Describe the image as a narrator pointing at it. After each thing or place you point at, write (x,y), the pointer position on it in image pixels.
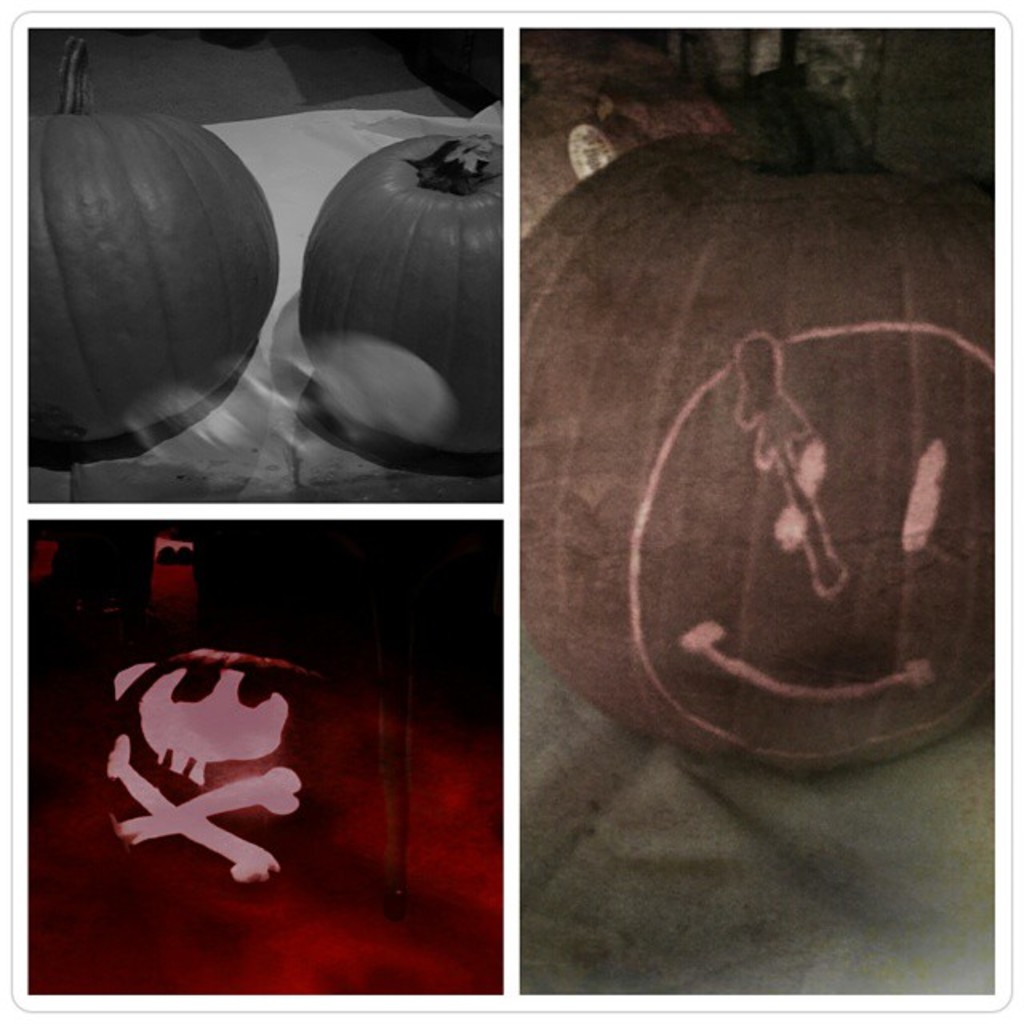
In the image we can see there is a collage of three pictures in which there are pumpkins (305,295) on which there is a smiley face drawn and in one picture (157,874) there is a red colour pumpkin (324,842) on which a skull (225,690) is carved. The first picture (349,259) is in black and white colour.
